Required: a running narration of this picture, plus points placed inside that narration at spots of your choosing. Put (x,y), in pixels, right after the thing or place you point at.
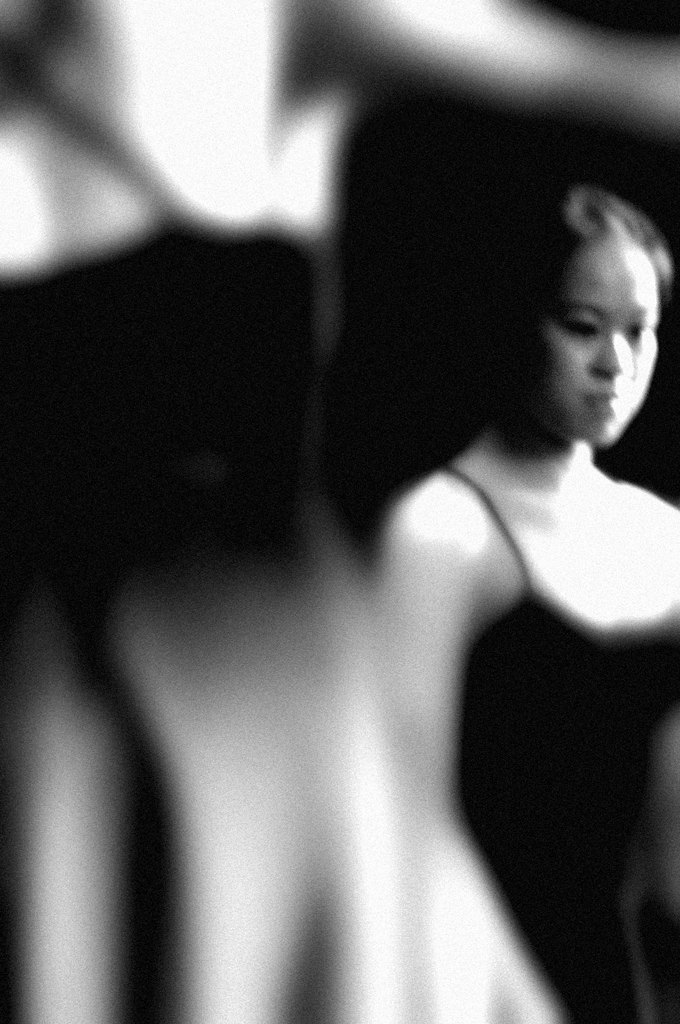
This is a black and white image. To the right side of the image (478,545) there is a lady (541,611) with black dress (589,757). And to the left side of the image (159,334) it is blurry.
